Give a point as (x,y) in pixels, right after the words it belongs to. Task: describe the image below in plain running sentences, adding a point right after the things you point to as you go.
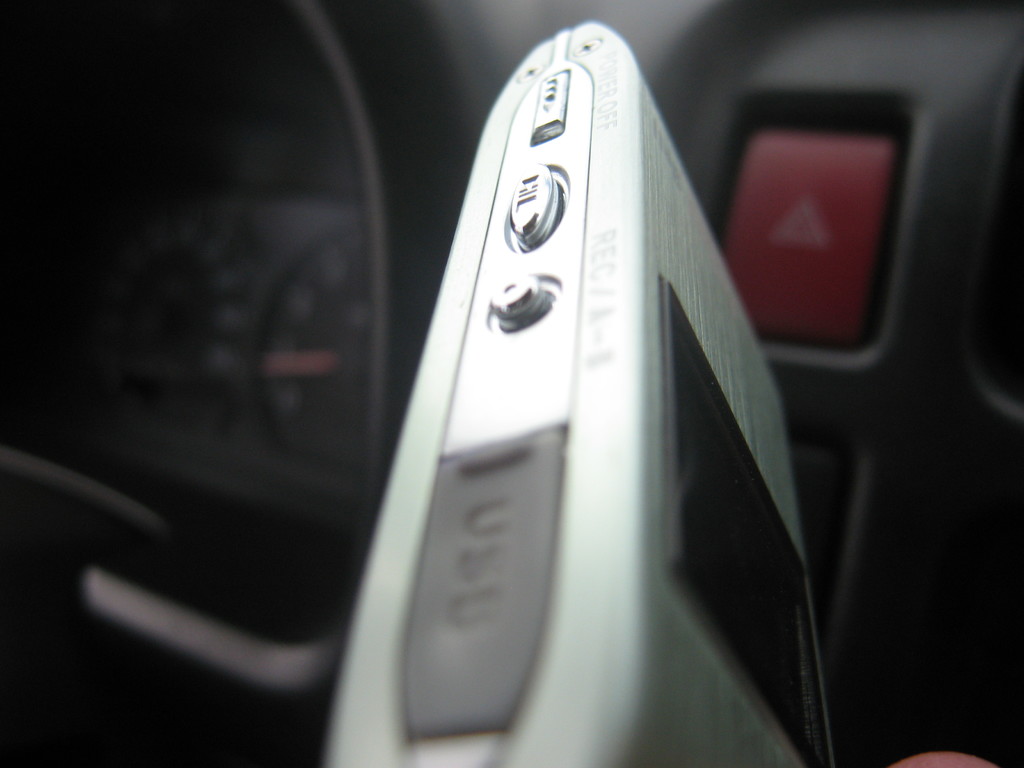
In this image I can see an electronic device (559,373) and I can see the inner part (368,317) of the vehicle (181,305).
